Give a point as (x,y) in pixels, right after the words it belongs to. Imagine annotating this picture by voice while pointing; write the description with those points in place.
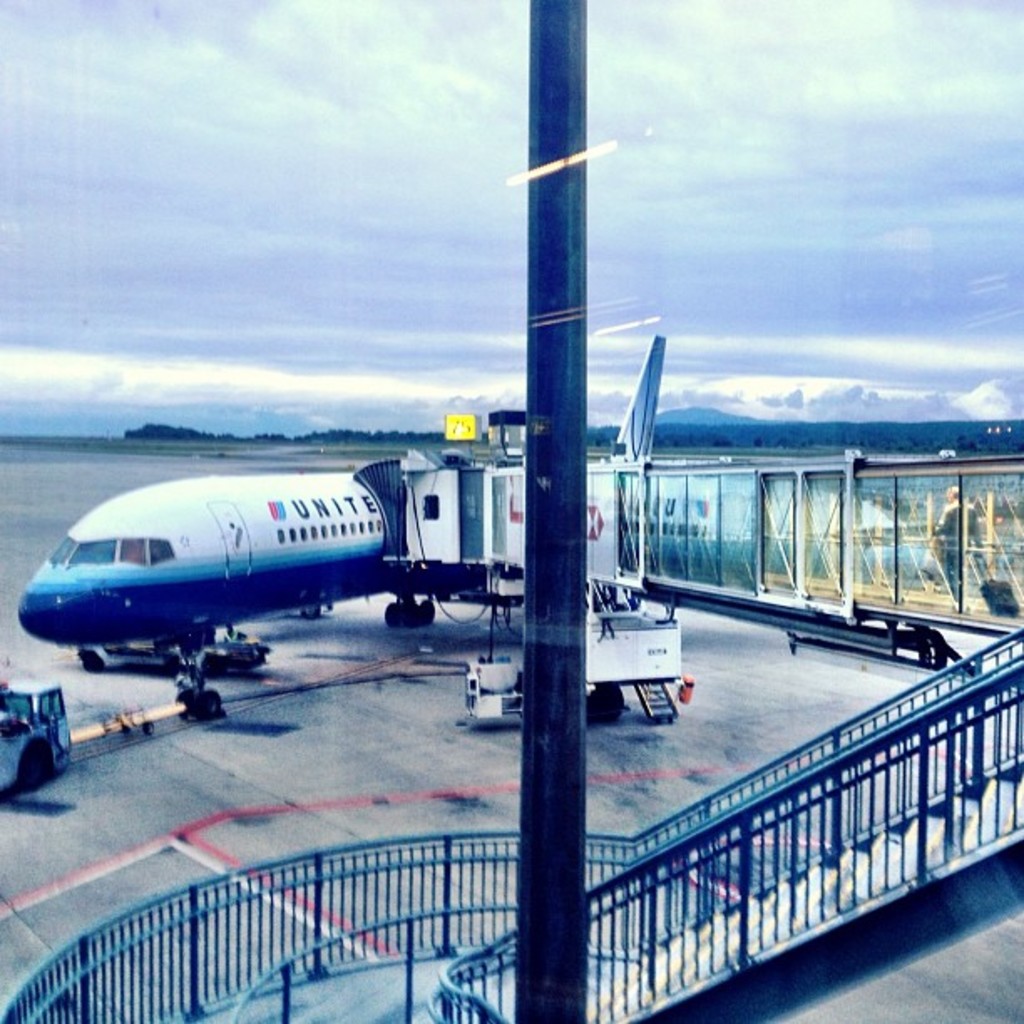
In this image I can see a flight (206,524) and I can a pole (536,564) and fence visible in the middle (541,549) at the top (879,121) I can see the sky (524,254).
